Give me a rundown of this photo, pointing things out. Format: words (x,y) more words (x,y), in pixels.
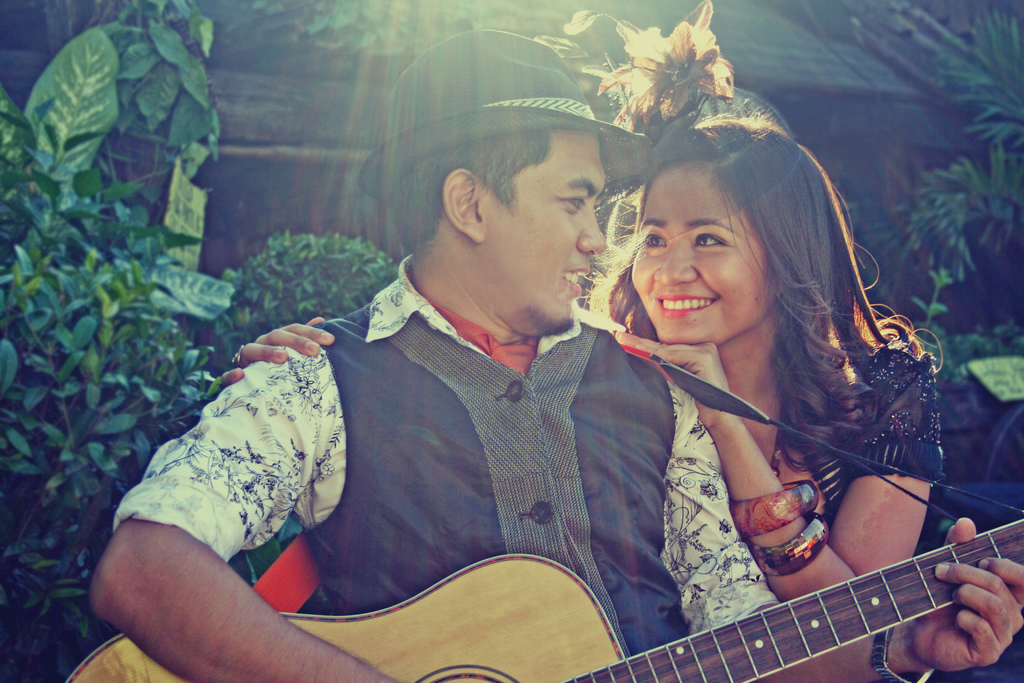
A man (473,395) with black jacket (428,447) and white shirt (248,462) is playing a guitar (585,673). He is wearing a black color cap (467,100) on his head (480,153). Beside him there is a girl (856,399) with black dress (892,396). She is standing. And she is smiling. In the background (131,306) there are some trees (919,232).
